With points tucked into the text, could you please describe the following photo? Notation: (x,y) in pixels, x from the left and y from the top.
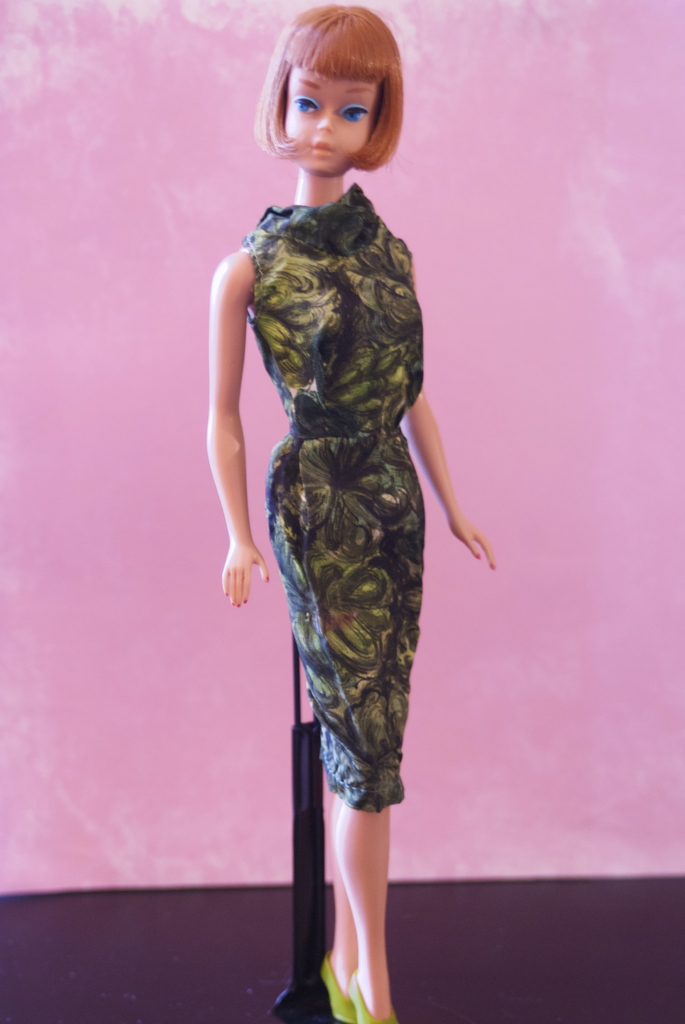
In this image we can see a doll (303,636) on the surface (459,930) and there is a stand (316,885) behind the doll (302,626) and in the background (170,156) there is a pink color wall (182,206).
